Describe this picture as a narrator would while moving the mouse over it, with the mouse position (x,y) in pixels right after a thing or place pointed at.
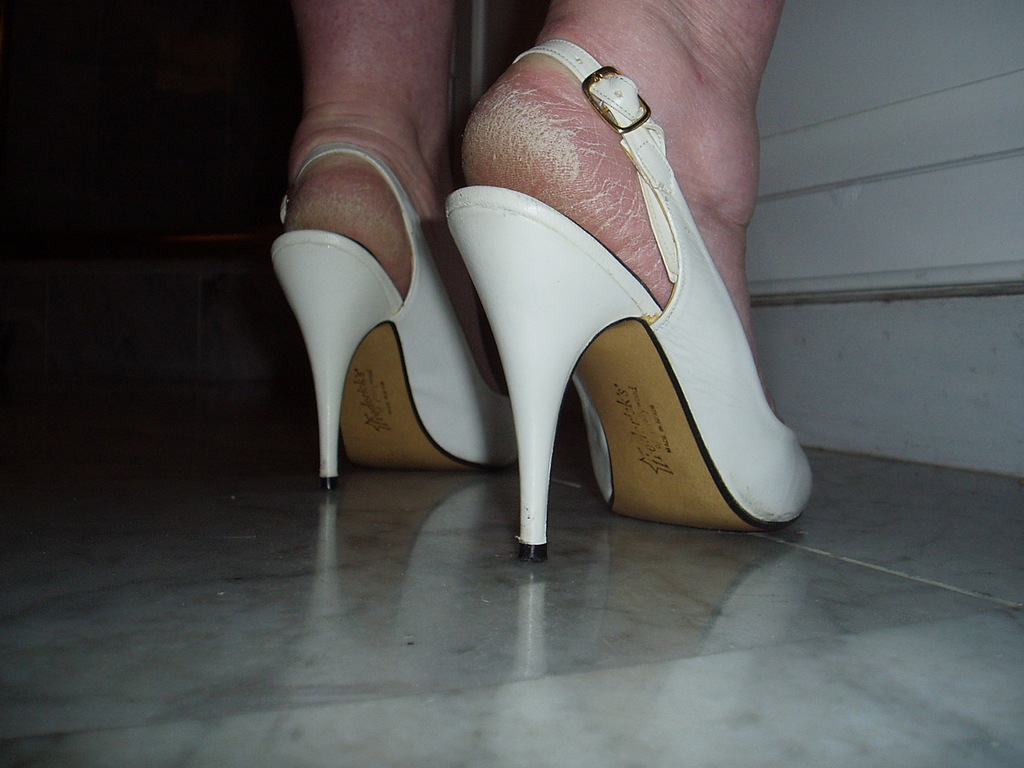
We can see a person's foot (463,137) with white color footwear (545,287). Under the footwear (380,435) something is written. And it is on a floor (483,577). In the back (839,231) we can see a white wall (818,332).
